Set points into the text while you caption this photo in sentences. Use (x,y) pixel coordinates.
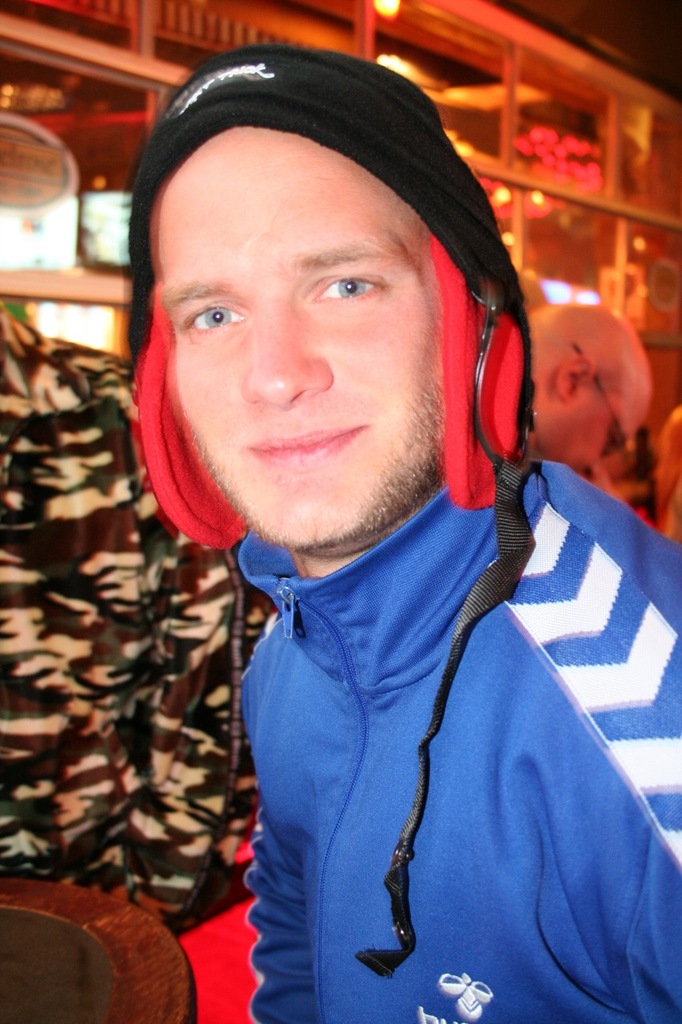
In front of the image there is a person (341,508). Behind him there are a few other people (666,489). In the background of the image (678,265) there is a poster (19,188) on the glass door (32,75). On top of the image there is a light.
